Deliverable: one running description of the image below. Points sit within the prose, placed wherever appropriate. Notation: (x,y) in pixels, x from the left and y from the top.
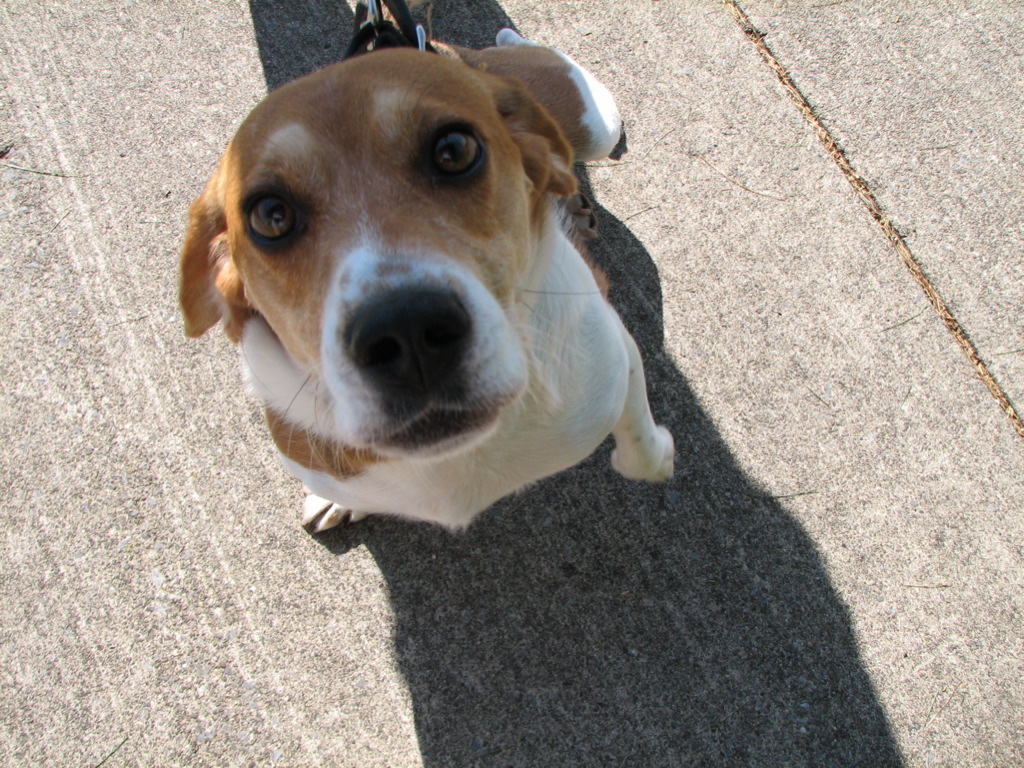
In this image I can see a white and cream colour dog (422,312). I can also see shadow (636,628) over here.
